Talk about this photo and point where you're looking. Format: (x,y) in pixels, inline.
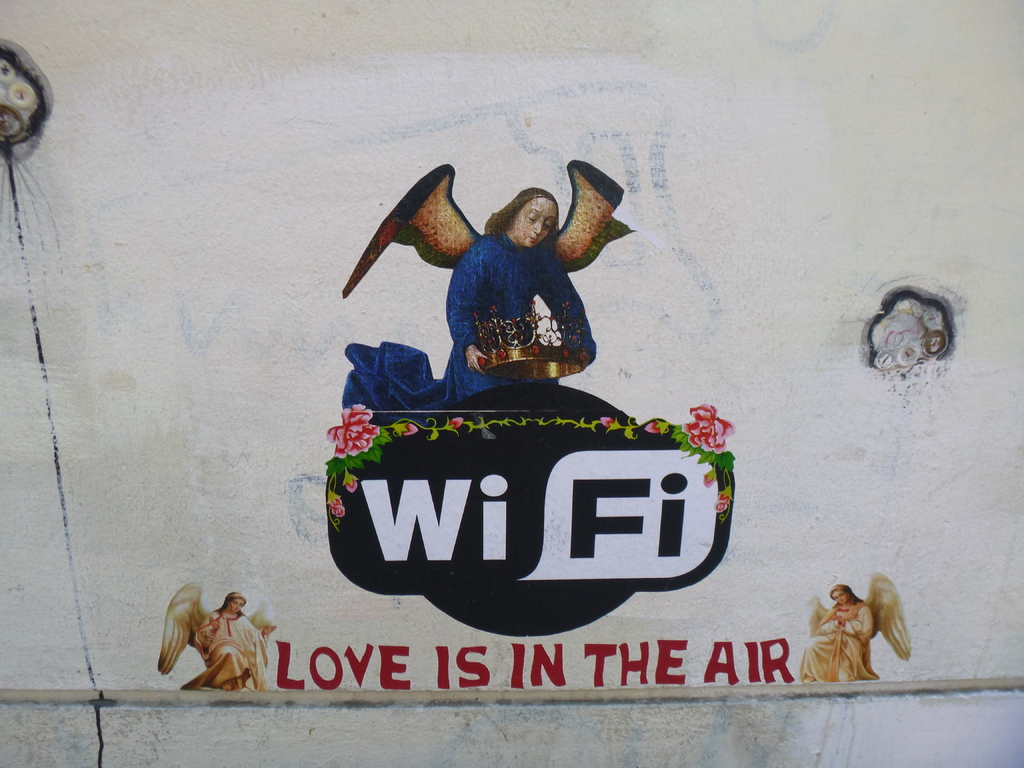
In this picture we can see the wall (261,486) with a painting (342,506) of people (841,670), flowers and some text (384,513) on it.
